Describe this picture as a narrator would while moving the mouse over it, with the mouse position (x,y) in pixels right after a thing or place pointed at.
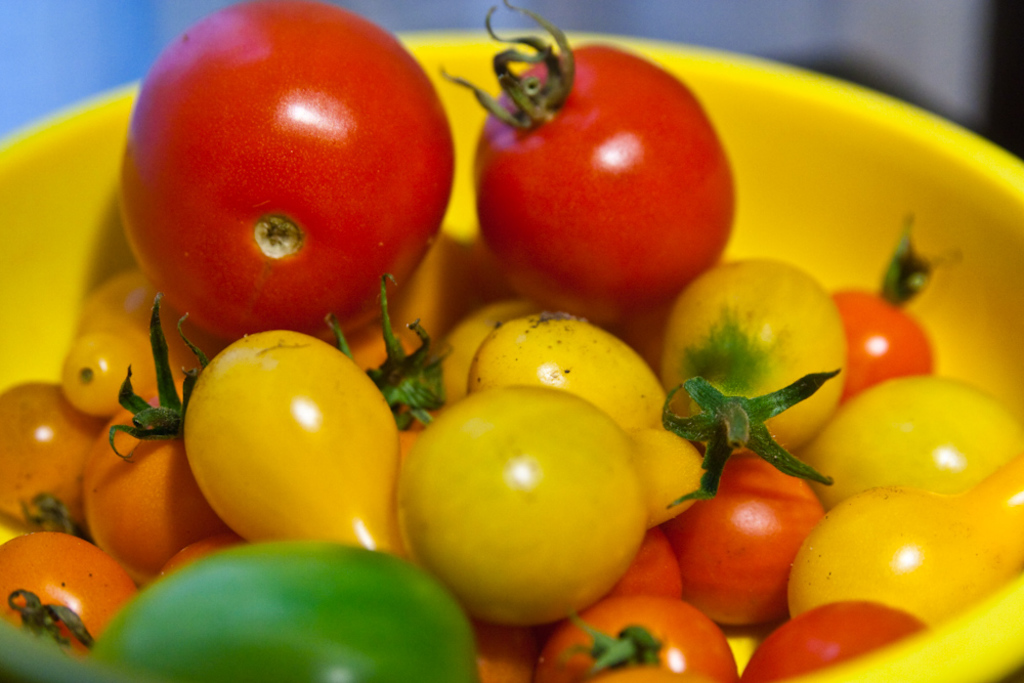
In this image there is a bowl (858,221) truncated, there are vegetables (465,408) in the bowl (1003,376), there are vegetables (350,629) truncated towards the bottom of the image (156,635), the background of the image (885,47) is blurred.
